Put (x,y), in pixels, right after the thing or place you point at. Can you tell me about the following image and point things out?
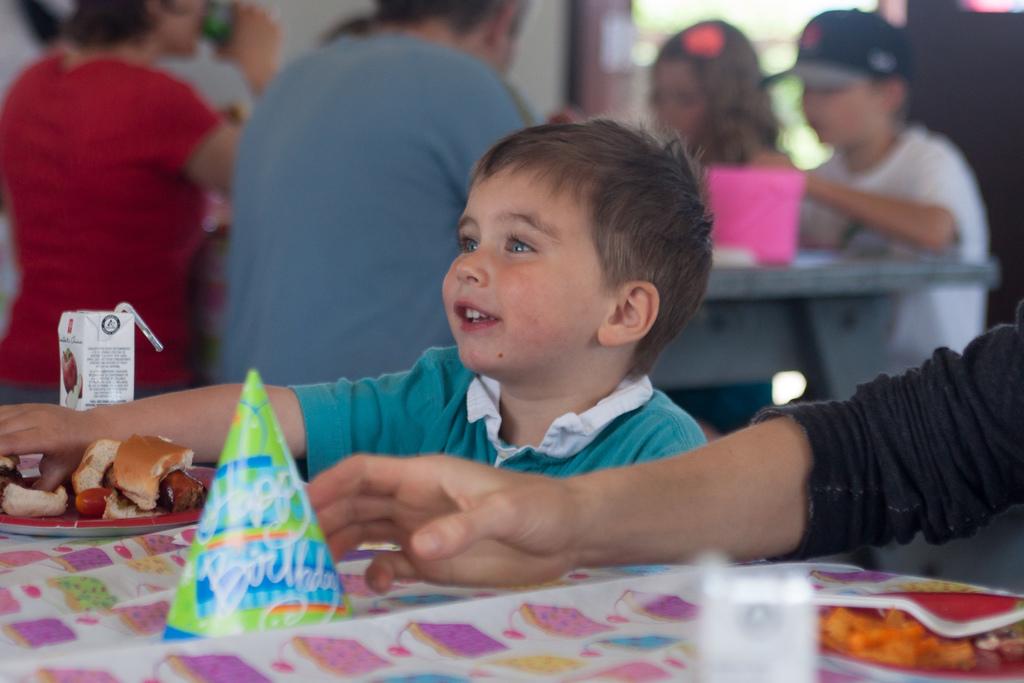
In this image I can see a kid (532,323). I can see some objects (285,557) on the table (428,616). In the background (163,134), I can see some people (357,105).
